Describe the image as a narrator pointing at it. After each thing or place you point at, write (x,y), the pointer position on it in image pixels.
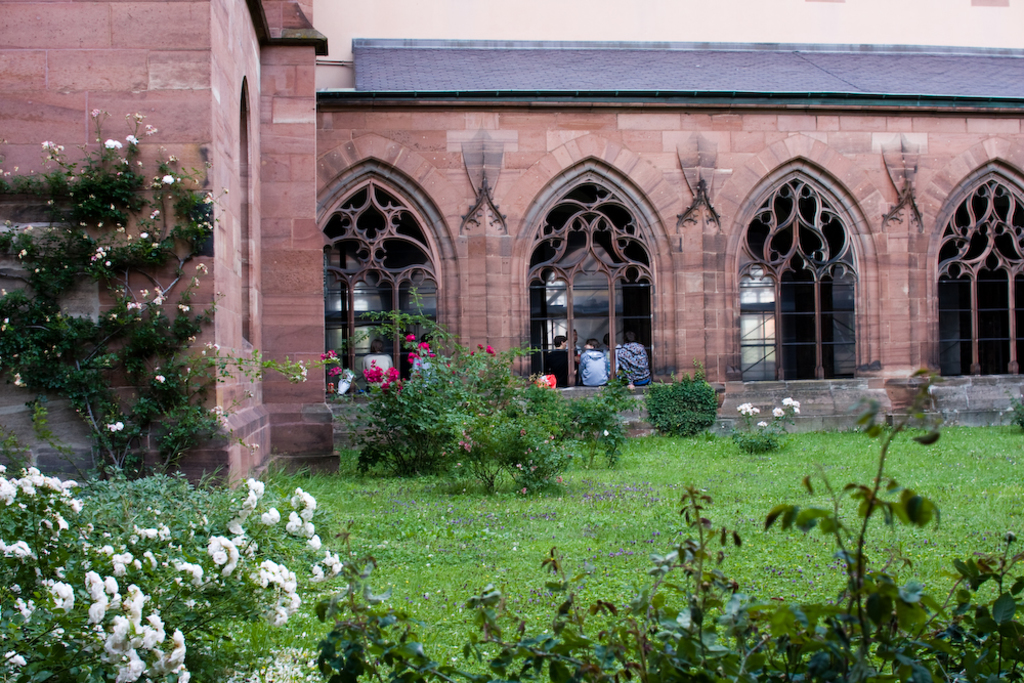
In this picture, we can see a building (983,299) with windows (966,290), and we can see a few people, we can see the ground (573,508) with grass (389,529), plants (131,504) and some flowers (284,580).
